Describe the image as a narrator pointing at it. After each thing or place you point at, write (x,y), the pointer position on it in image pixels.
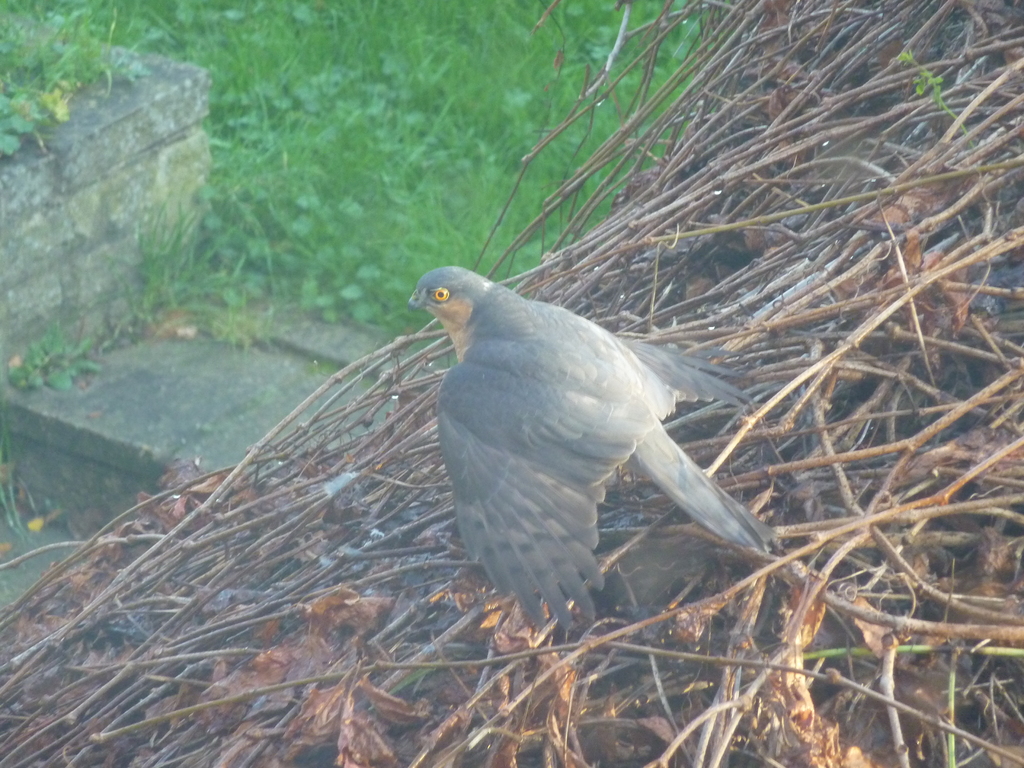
In this picture, we see a bird (597,350) in grey color. On the right side (841,457), we see the wooden sticks (840,373), twigs (775,325) and dry leaves (356,631). On the left side (183,365), we see the pavement (187,346). At the top (480,214), we see the grass (347,179) and the herbs (62,103).
